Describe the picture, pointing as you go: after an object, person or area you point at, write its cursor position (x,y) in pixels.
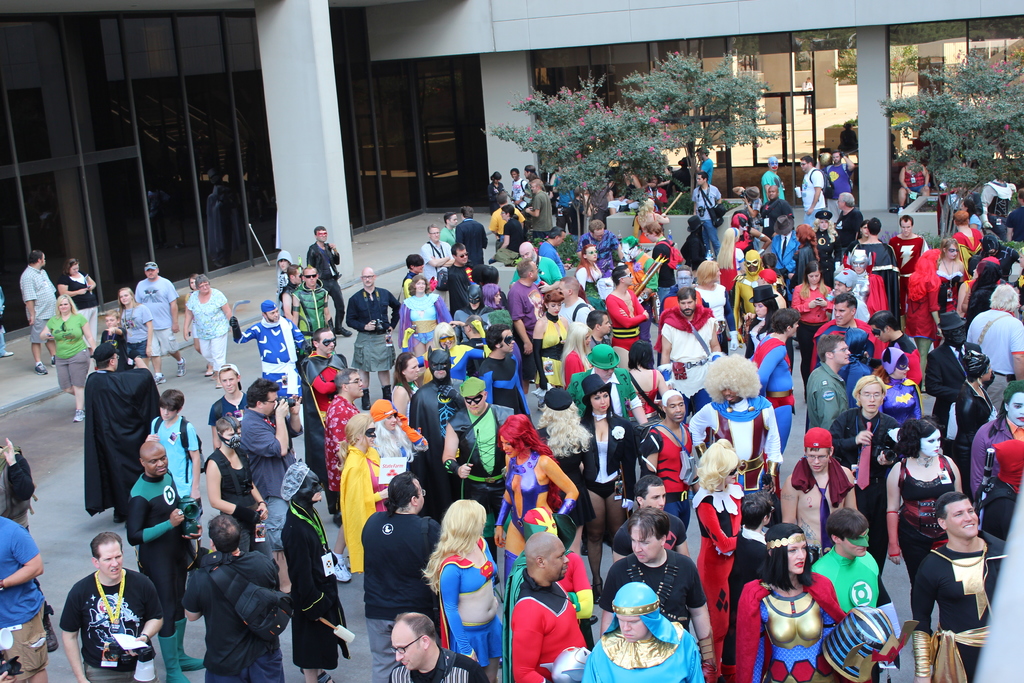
In this picture we can see there are groups of people (480,381) and some people (376,408) are in fancy dress (599,465). Behind the people (519,268) there are trees (514,128) and a building (194,55).
